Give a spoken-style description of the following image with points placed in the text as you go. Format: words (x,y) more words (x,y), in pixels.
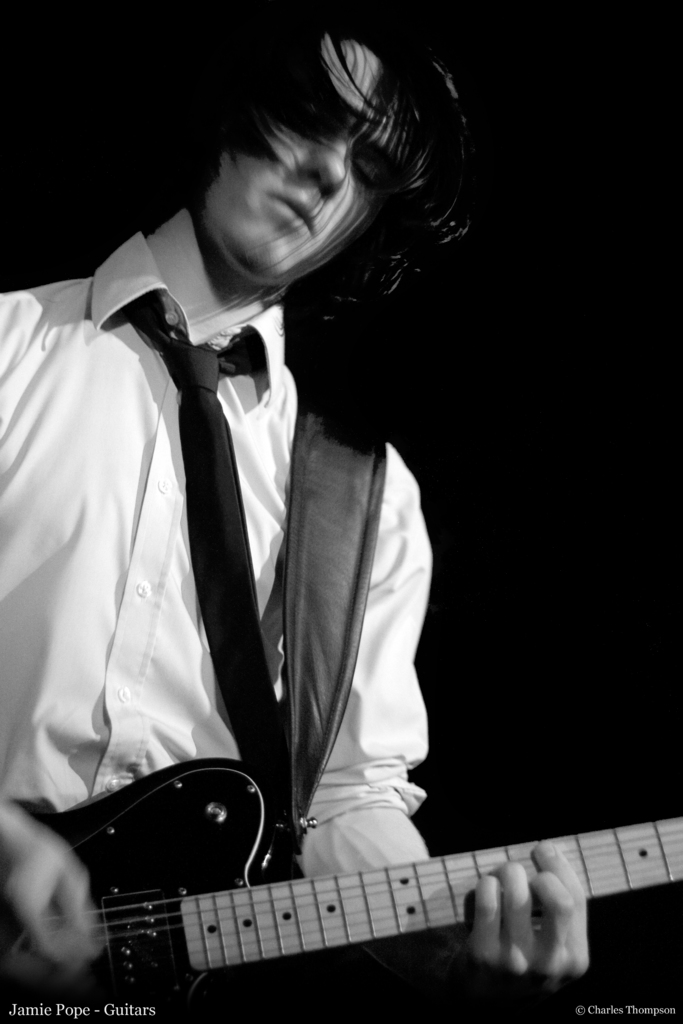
It is the black and white image in which we can see there is a man (143,571) in the middle (228,581) who is holding the guitar (251,902) and playing it.
